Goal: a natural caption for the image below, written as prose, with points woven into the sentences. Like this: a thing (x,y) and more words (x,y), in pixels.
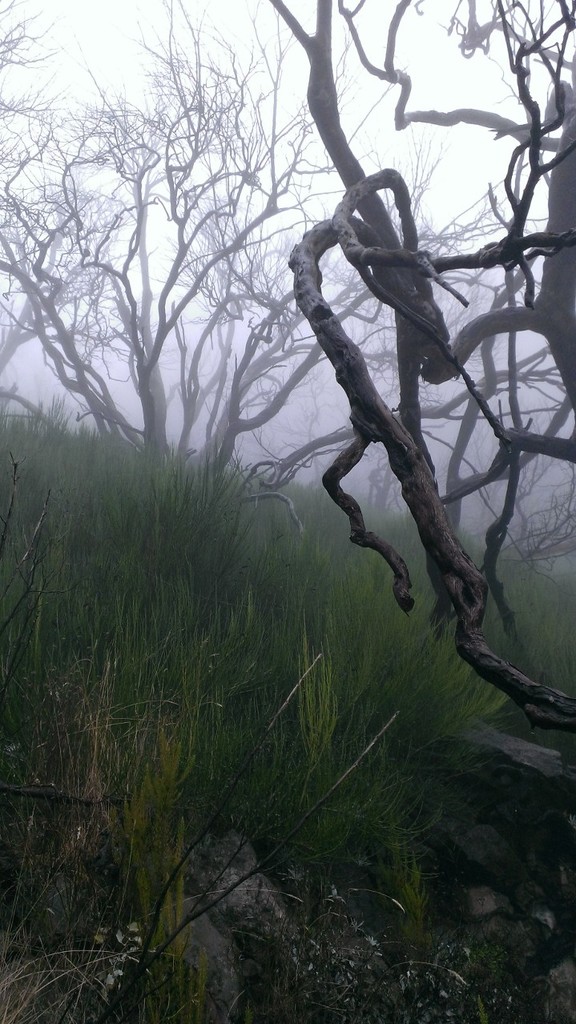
In this picture we can see stones (184,941), grass (229,663), trees (226,351) and fog (294,67).
